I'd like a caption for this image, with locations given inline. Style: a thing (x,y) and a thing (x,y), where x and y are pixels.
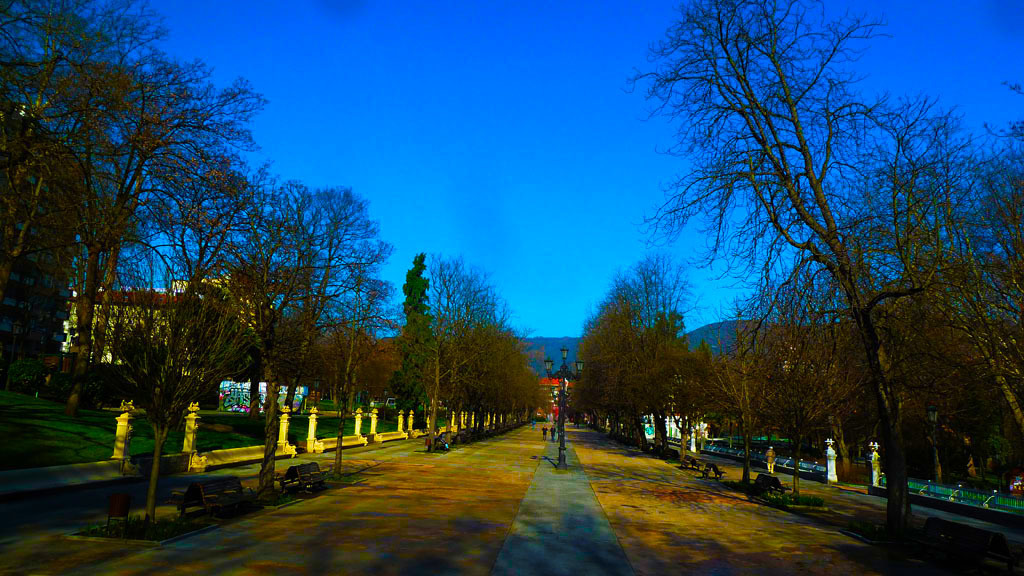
In the picture we can see a street (504,543) with a pathway (550,532) and in the middle of the pathway (549,507) we can see the poles (563,393) with lights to it and besides the path (575,490) we can see some trees (581,414) and behind it, we can see a grass surface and in the background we can see a house (545,381) and behind it we can see hills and sky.
